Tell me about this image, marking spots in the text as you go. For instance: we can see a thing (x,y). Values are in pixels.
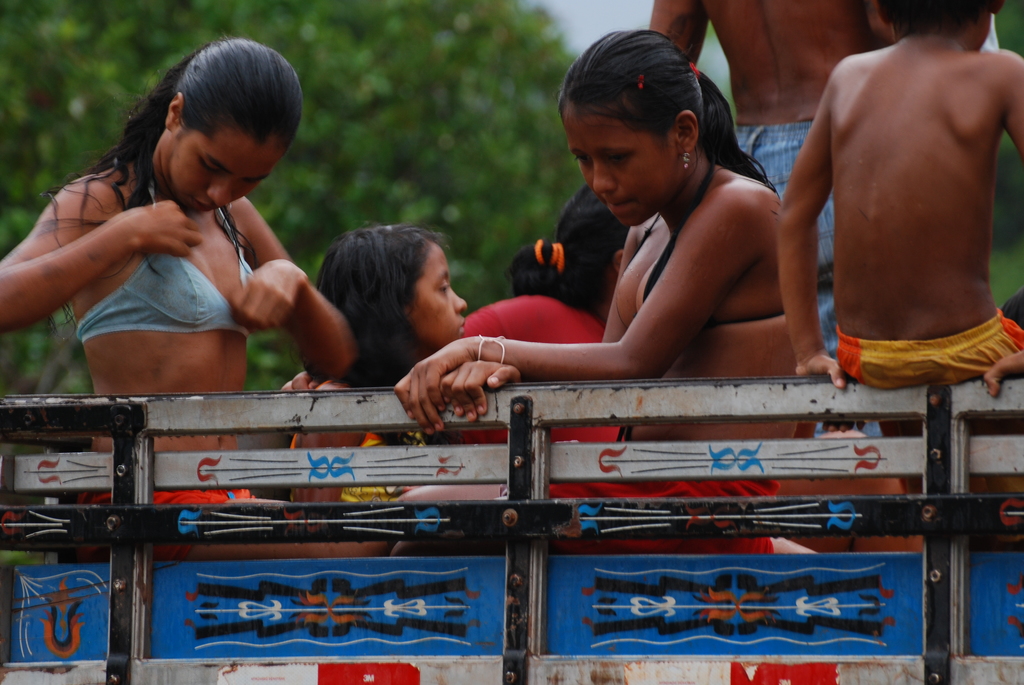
In the image in the center (576,397) we can see one vehicle (417,470). In the vehicle (153,473), we can see few people (846,6) were sitting. In the background (83,52) we can see trees (441,63).
